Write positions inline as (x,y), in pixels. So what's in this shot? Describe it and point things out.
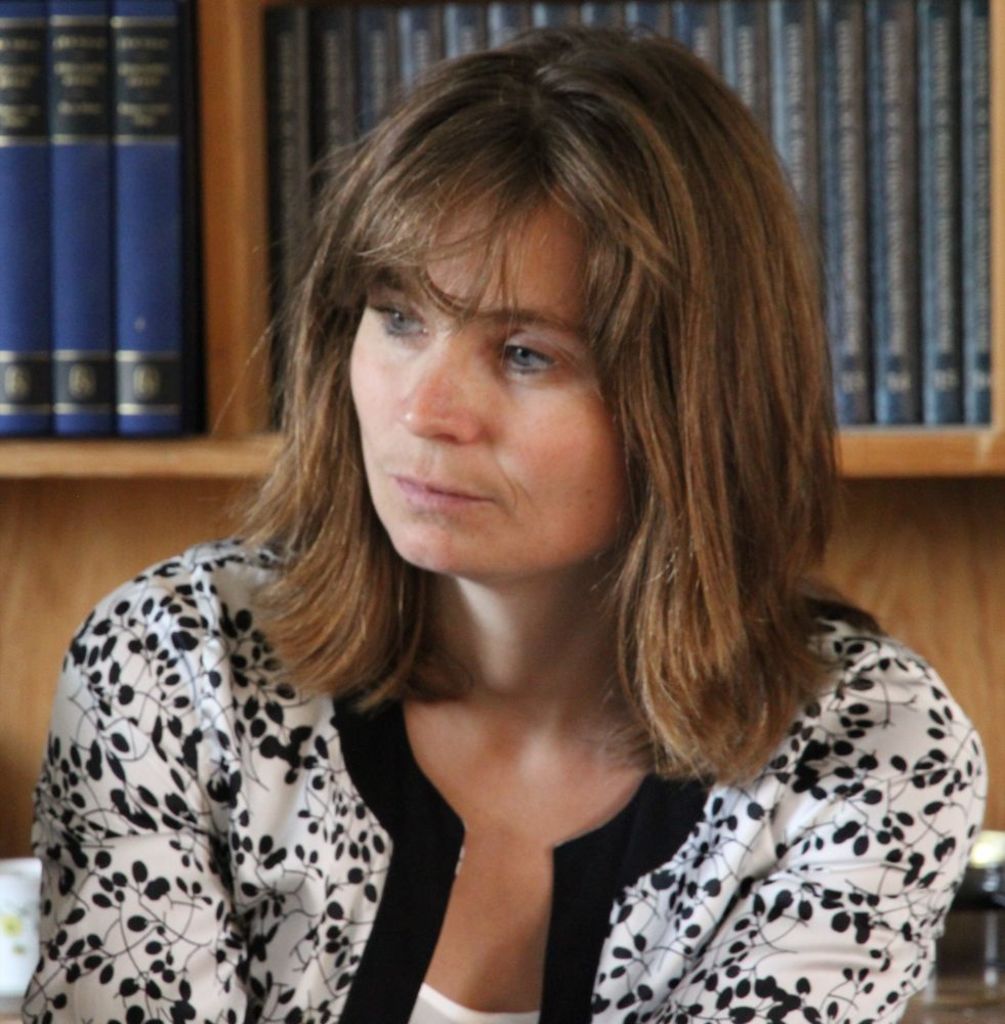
In this picture we can see a woman (555,878) in the white and black dress (660,912) and behind the women (453,684) there are books (58,73) on the rack (957,456).
